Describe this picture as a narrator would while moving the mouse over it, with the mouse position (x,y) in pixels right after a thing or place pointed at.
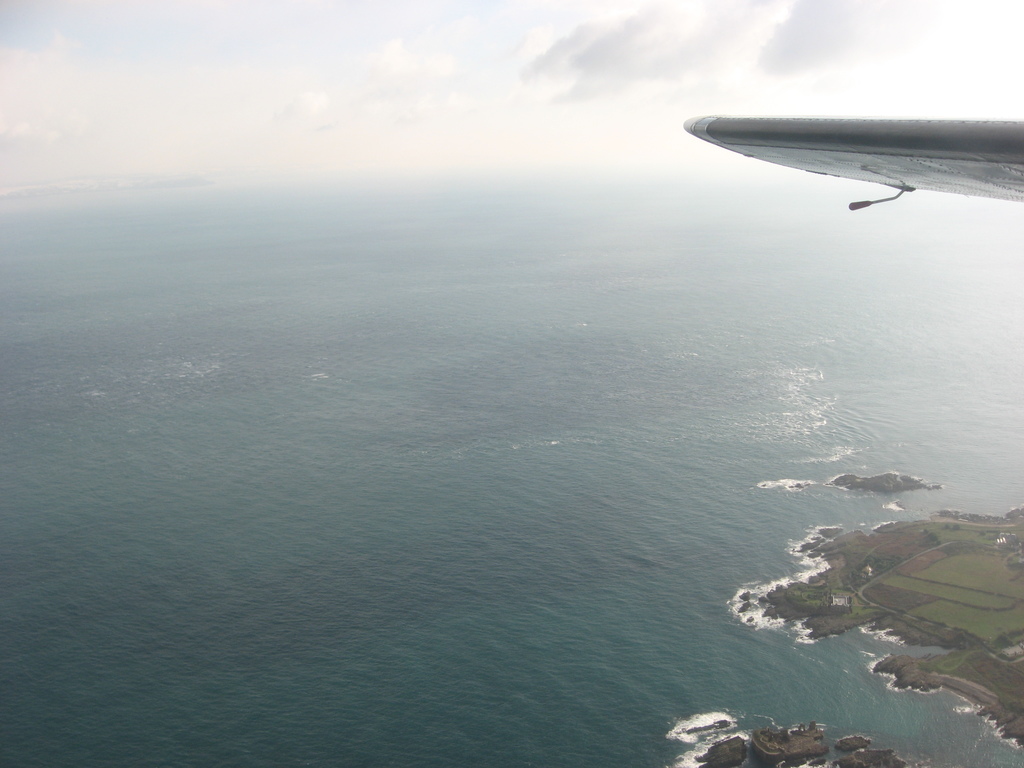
On the right side of the image (935,165) we can see a aeroplane wing (815,157). In the background (579,359) we can see water (458,320), sky (447,88), clouds (466,130) and ground (901,596).
